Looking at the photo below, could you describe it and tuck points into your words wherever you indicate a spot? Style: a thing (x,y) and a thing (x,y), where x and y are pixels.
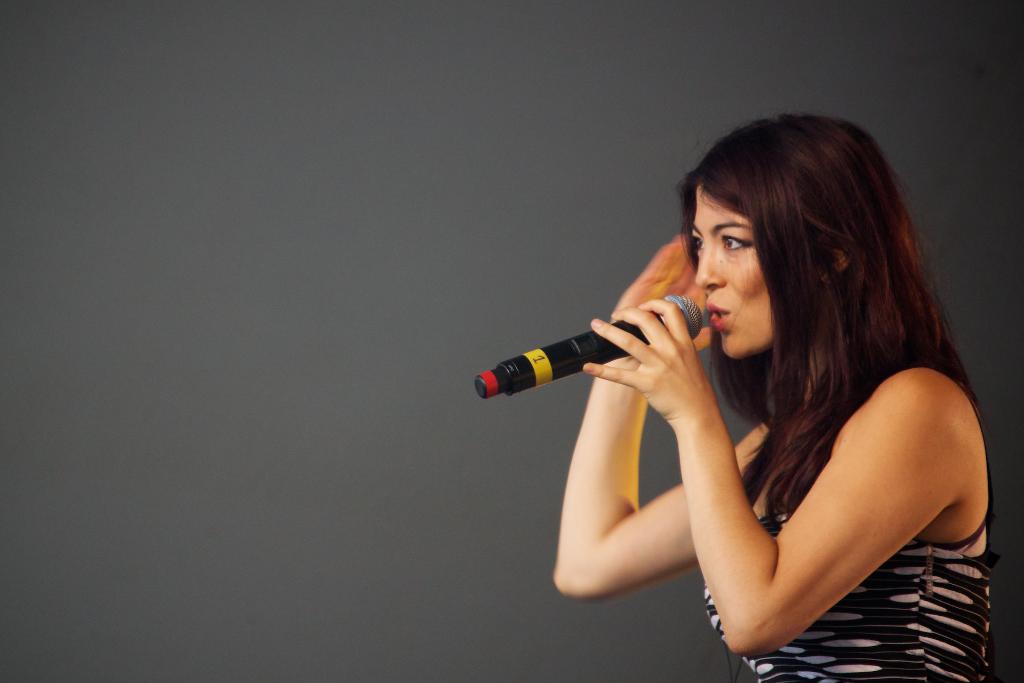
She is standing. She is holding a mic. She speaks in her mic (641,328) we can see her mouth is open here.
